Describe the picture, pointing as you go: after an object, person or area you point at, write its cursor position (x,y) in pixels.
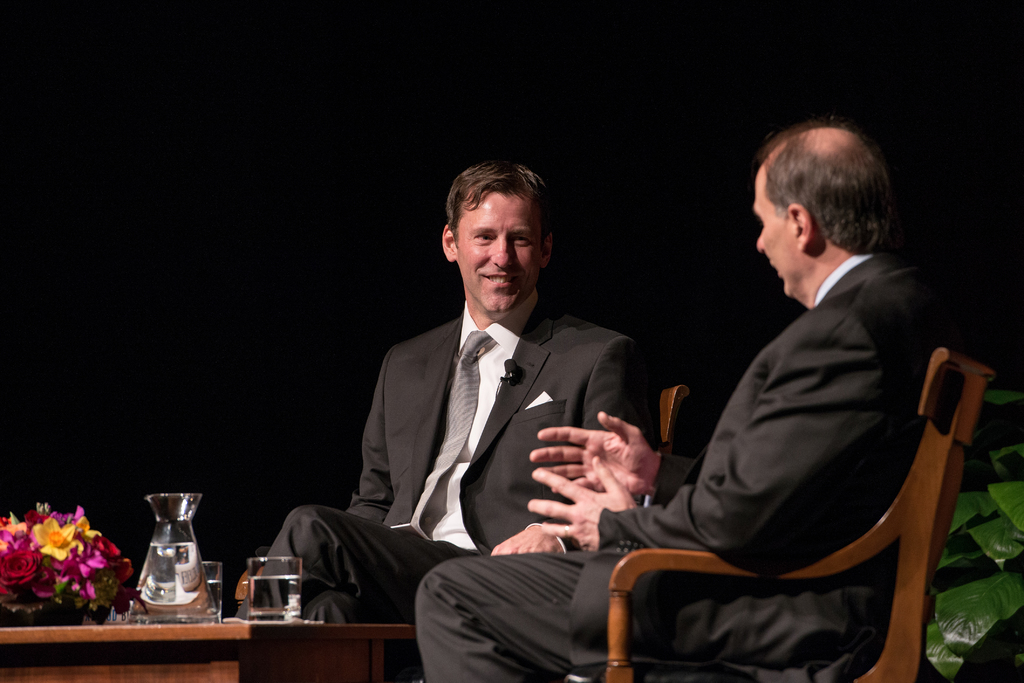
In this picture I can see couple of men (575,421) seated on the chairs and I can see couple of glasses (220,585) and a glass jar (180,494) and flowers (70,569) on the table (211,634) and I can see a plant (974,567) on the right side (980,583) to the corner and I can see a black color background (253,187).
